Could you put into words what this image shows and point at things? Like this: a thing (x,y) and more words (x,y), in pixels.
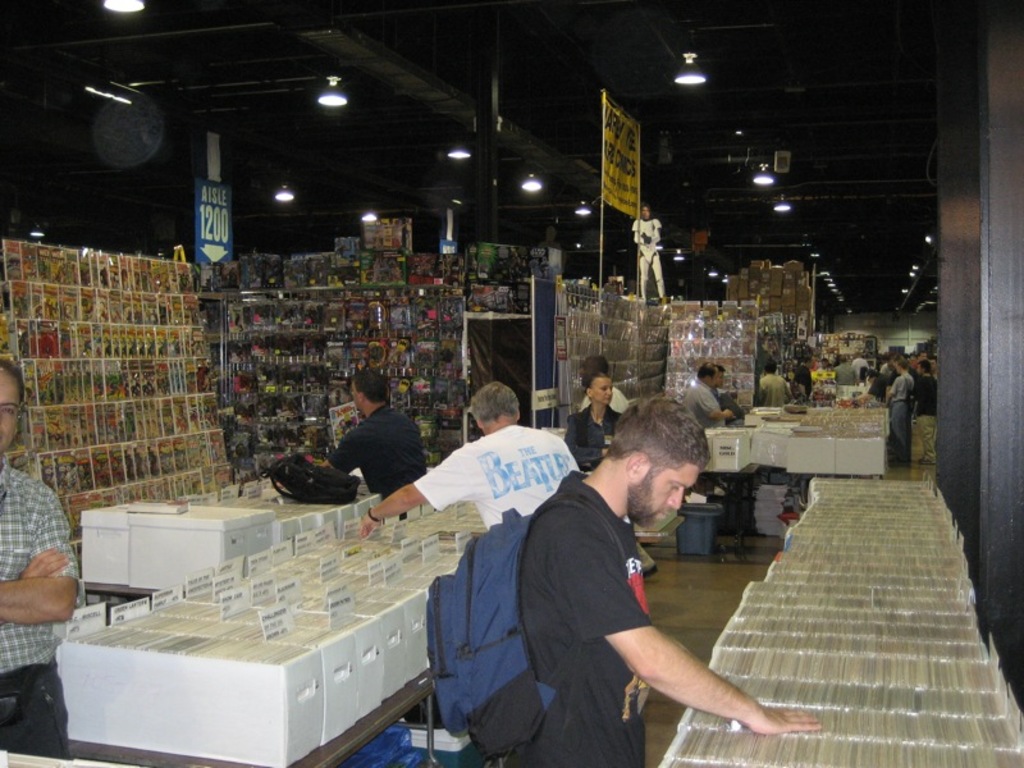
In the image there are plenty of different types of objects (577,365) are kept in a hall (875,339) and the customers (673,502) are visiting and checking the items (808,435) to buy and to the roof (355,78) there are many white color lights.
